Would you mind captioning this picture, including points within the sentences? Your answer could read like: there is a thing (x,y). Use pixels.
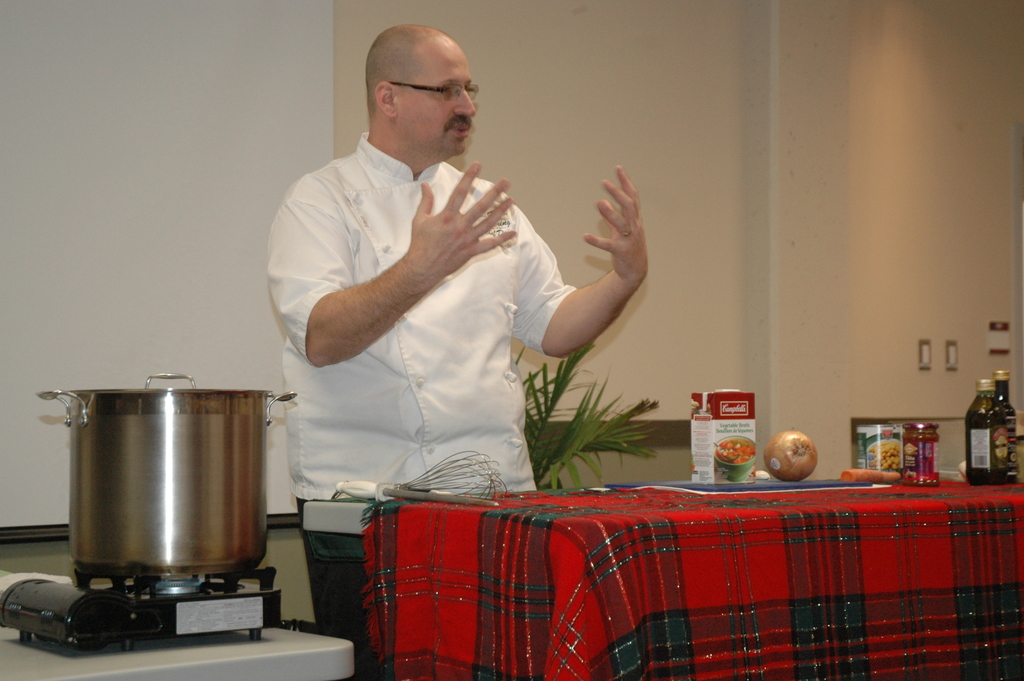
In this picture I can observe a person (470,382) standing in front of a table (430,514) wearing white color dress (436,178) and spectacles (438,88). On the table (812,497) I can observe few things (816,448). On the left side (148,599) I can observe a stove (167,601). In the background (707,198) there is a wall (697,116).
